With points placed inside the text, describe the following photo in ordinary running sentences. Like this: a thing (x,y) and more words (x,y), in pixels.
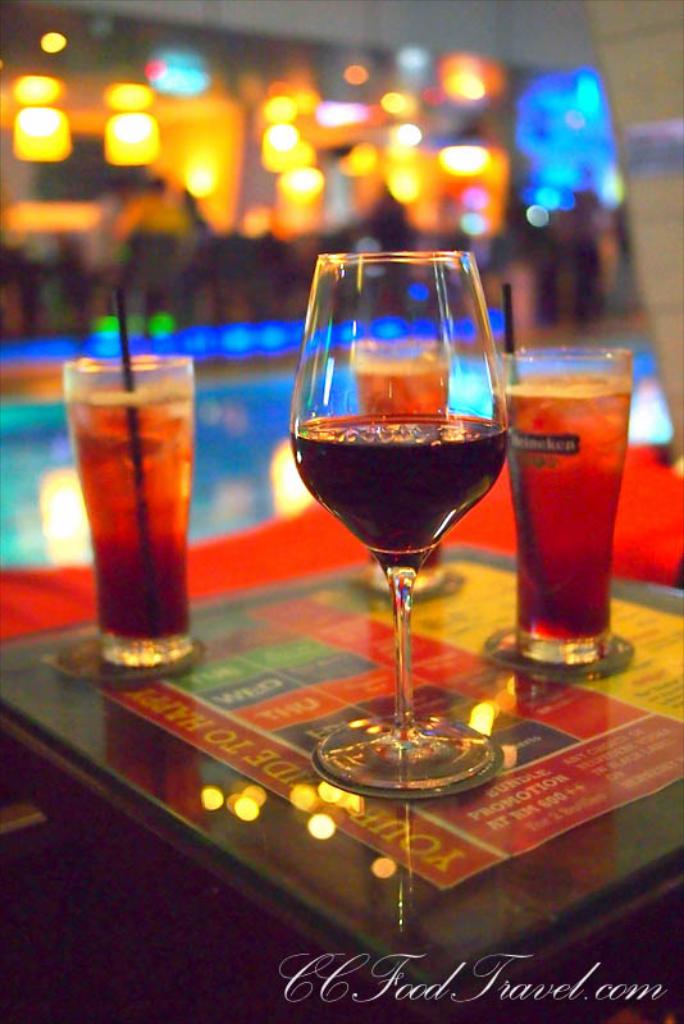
In this image I can see few glasses (156,527) and I can see the liquid (335,471) in it, background (25,97) I can see few lights (577,157).
